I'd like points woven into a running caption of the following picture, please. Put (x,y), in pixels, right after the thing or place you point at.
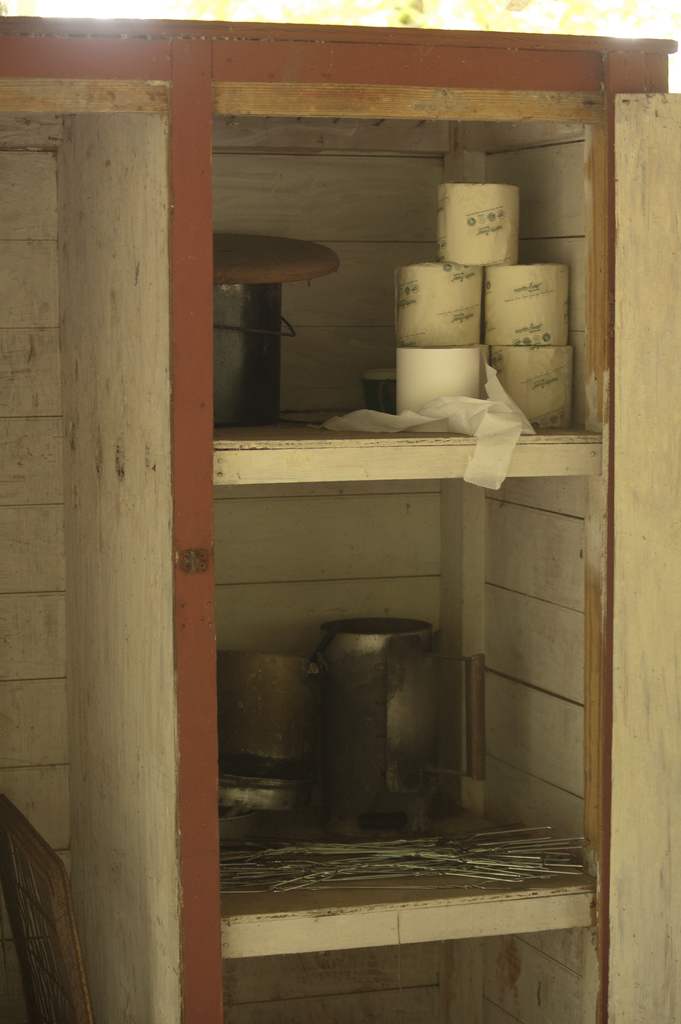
In this picture we can see tissue papers (487,198), steel bowl (279,270) and other objects (401,743) on this rack (312,917). On the left (83,199) we can see wooden wall (32,275). On the top (637,3) we can see tree (485,6).
